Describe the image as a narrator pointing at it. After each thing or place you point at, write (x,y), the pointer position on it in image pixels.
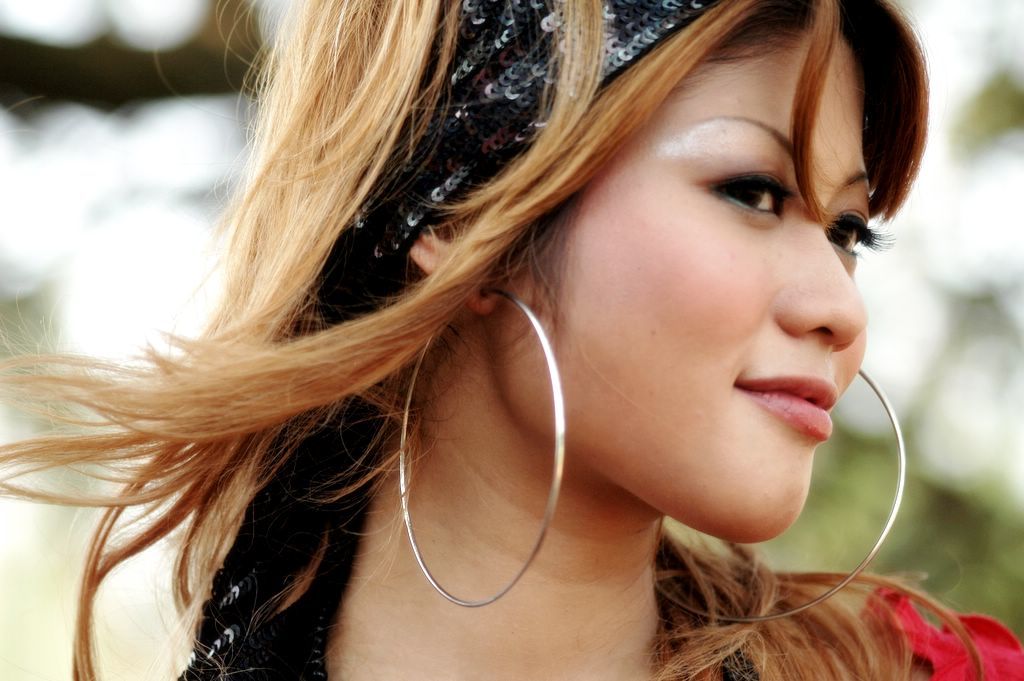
In this image we can see a woman (580,473) smiling and the background (136,70) is blurred.
